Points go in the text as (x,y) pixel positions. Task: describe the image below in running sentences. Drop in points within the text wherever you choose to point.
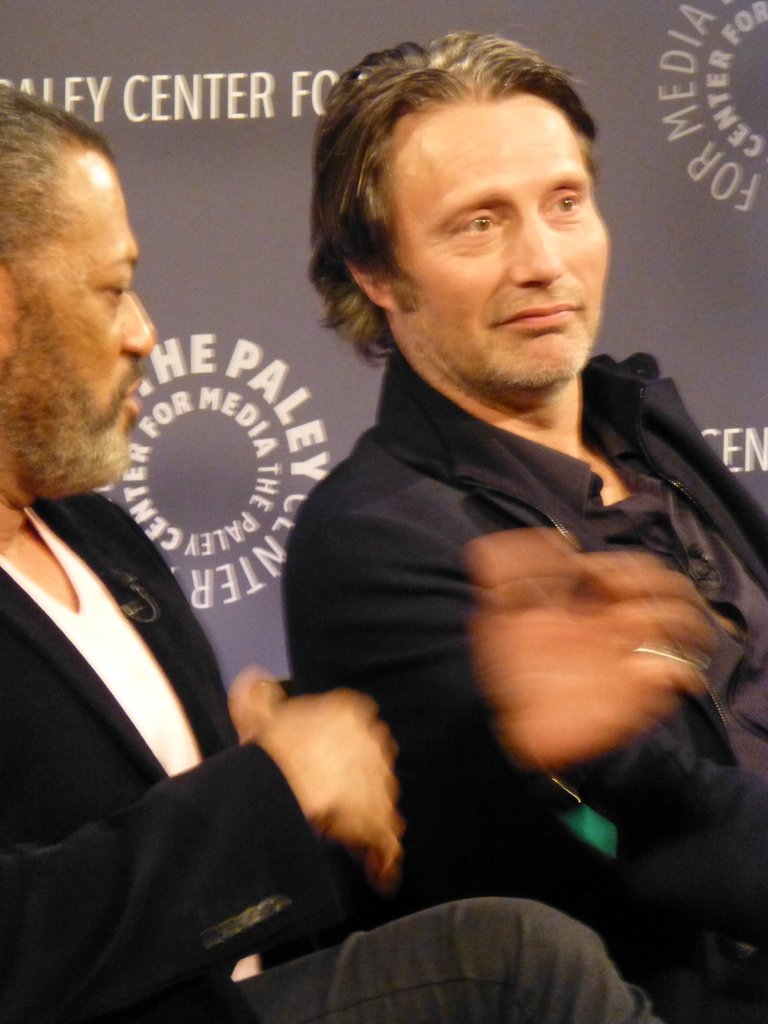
This is a zoomed in picture. In the foreground (243,735) we can see the two persons (428,603) wearing black color blazers (428,603) and sitting. In the background (551,35) we can see the banner (545,35) on which we can see the text (257,451).
